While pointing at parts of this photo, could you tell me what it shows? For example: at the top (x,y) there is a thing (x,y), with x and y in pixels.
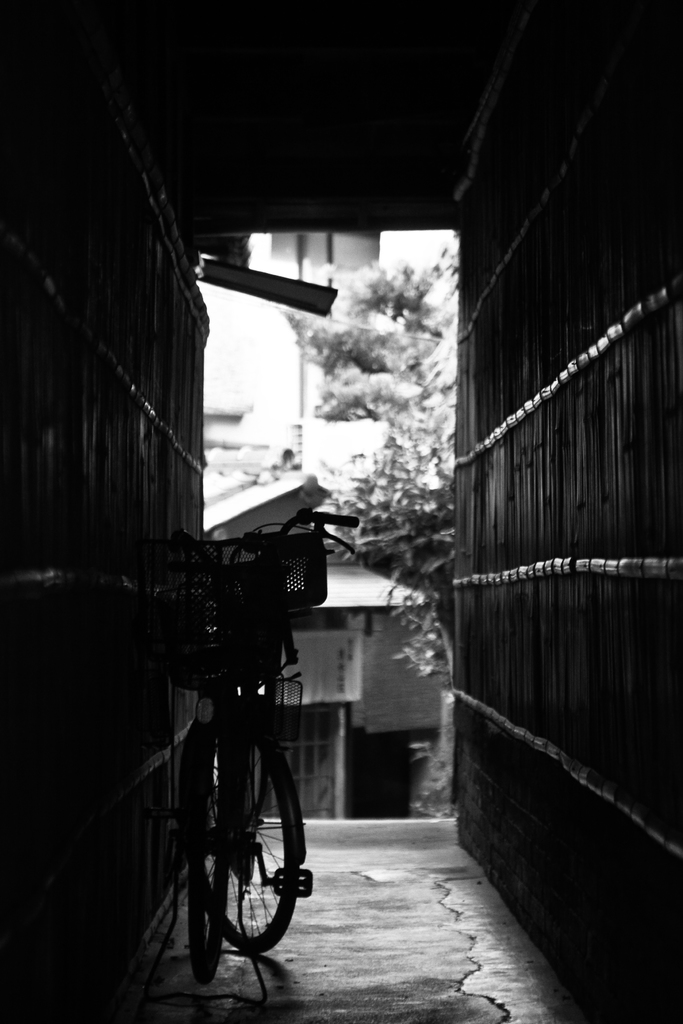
In this picture I can see a bicycle (195,677) and I can see few houses (240,504) and trees (406,477).
